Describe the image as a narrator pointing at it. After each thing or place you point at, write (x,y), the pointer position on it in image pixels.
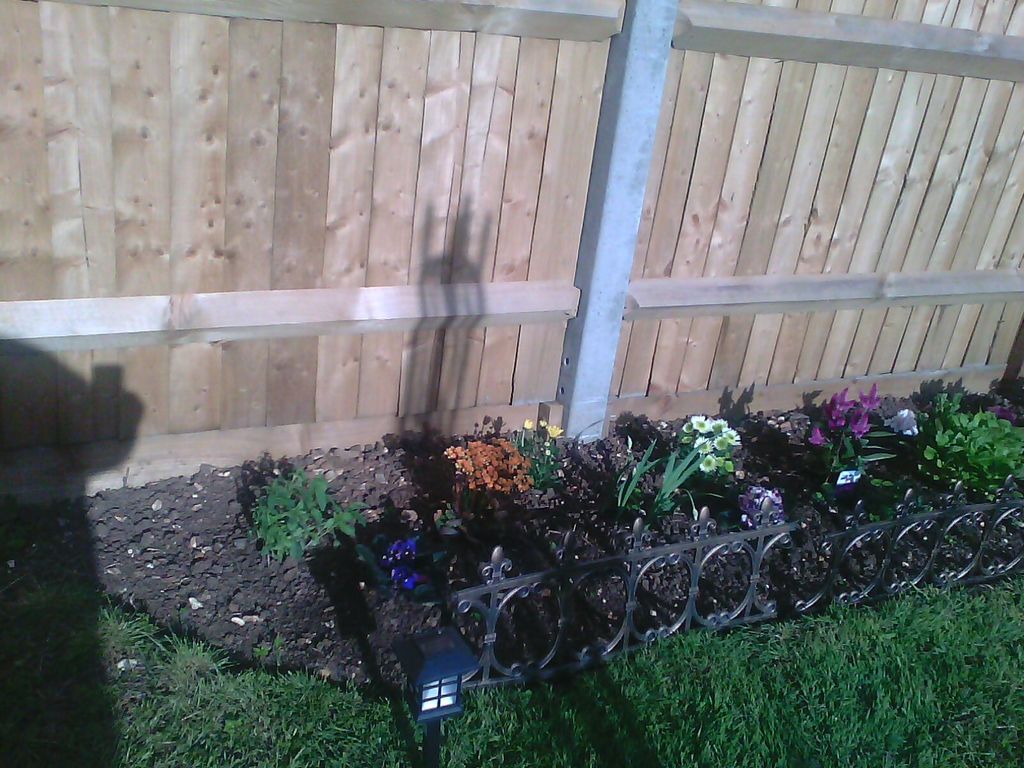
In this image there is a wooden fence (709,163), in front of the fence (458,292) there are plants (319,493) and flowers (699,442) in the mud (657,475), in front of that there is a metal fence (490,639) with a lamp post (446,691), in front of lamp post (431,703) there is grass (340,706).
